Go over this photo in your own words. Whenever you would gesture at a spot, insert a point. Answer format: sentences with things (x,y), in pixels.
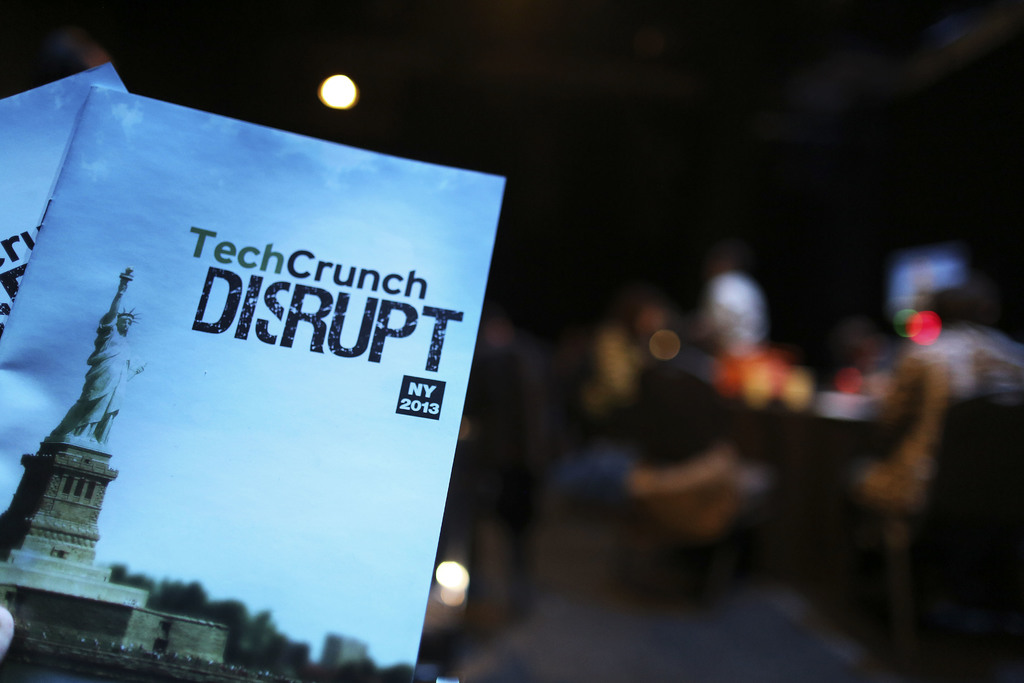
To the left side of the image (29,451) there are books (138,186) with some text (330,323) on it. The background of the image (688,439) is blur.
